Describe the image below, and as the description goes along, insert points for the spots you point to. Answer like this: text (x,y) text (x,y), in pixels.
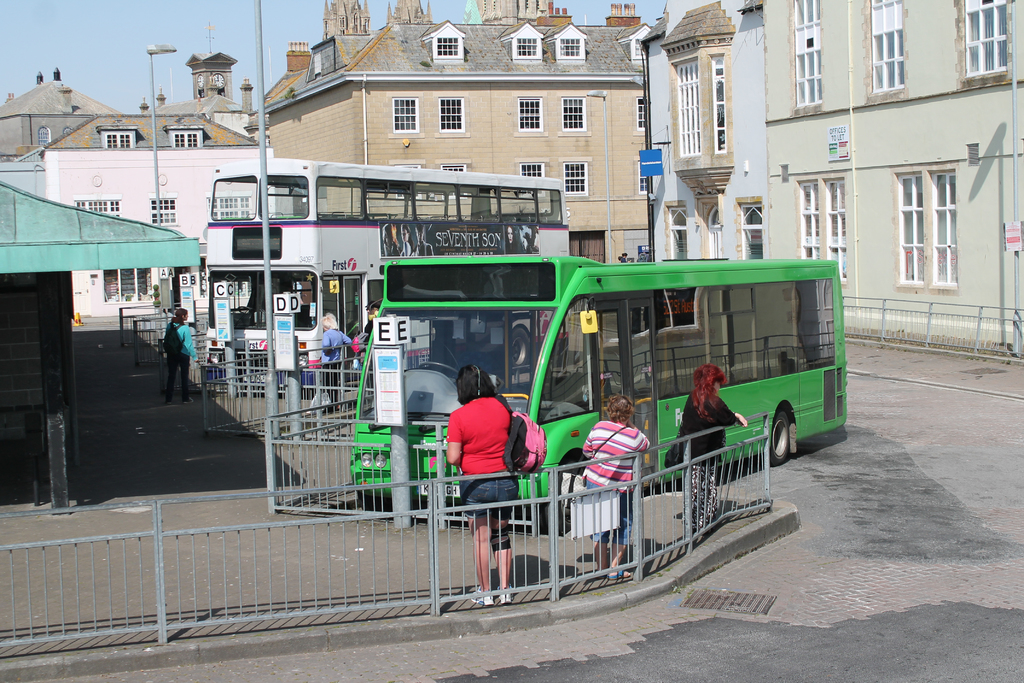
This picture is clicked outside. In the center (457,296) we can see the vehicles (430,270) seems to be parked on the ground (662,579) and we can see the group of people (612,463) wearing bags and standing on the ground (752,523) and we can see the metal rods (233,542), shed (66,230) and the buildings (447,160) and we can see the lamp posts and some other items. In the background (106,31) we can see the sky (228,21), clock (216,84) hanging on the wall (229,80) of the building (213,87).
